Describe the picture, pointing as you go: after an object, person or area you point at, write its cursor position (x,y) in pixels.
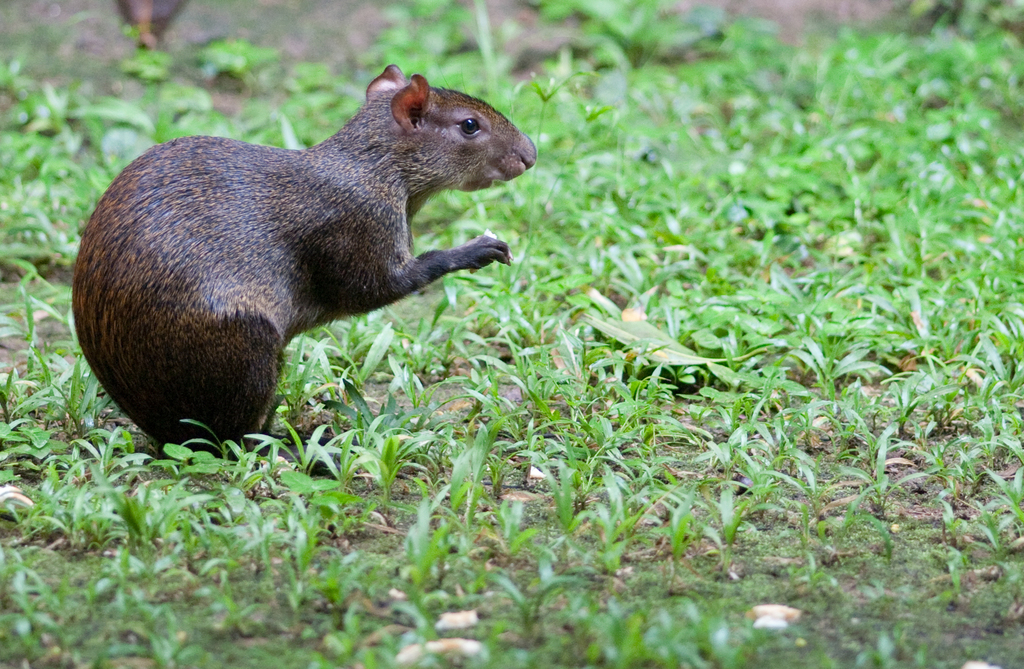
In this image I can see the ground (712,468), some grass (804,389) on the ground (945,428) and an agouti (324,212) which is brown and black in color on the ground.
